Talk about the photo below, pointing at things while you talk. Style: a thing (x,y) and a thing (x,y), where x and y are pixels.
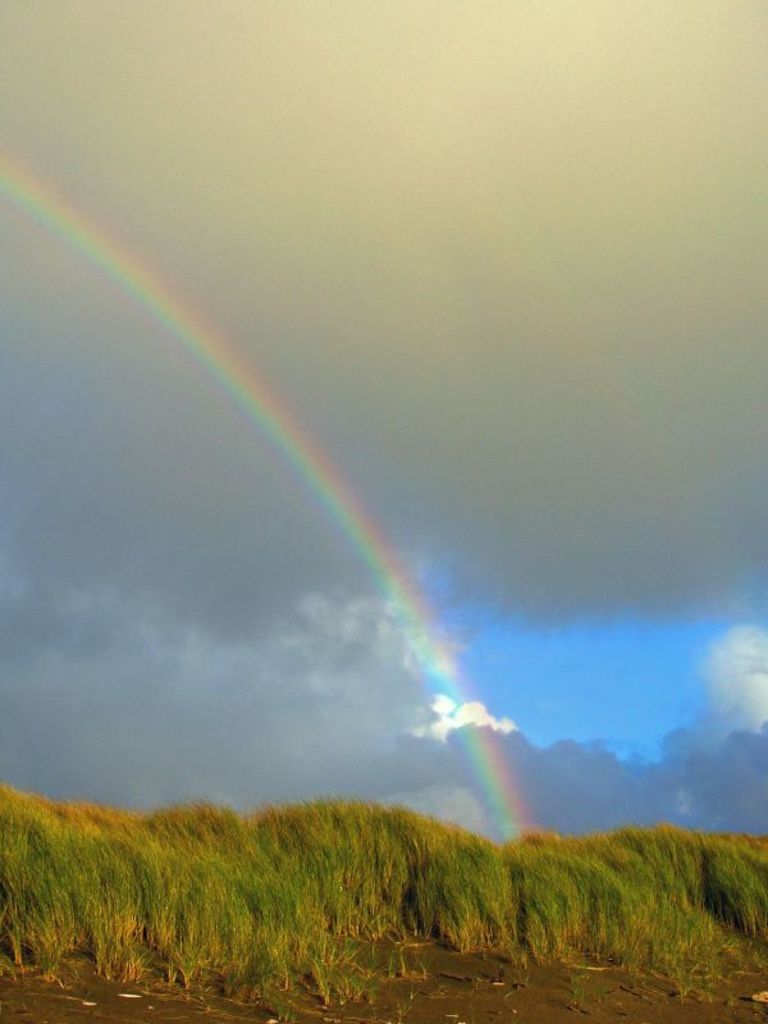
In this image there is grass (258,949) on the land (561,982). Top of the image (324,137) there is sky (367,581), having clouds (428,745). Left side there is a rainbow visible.
